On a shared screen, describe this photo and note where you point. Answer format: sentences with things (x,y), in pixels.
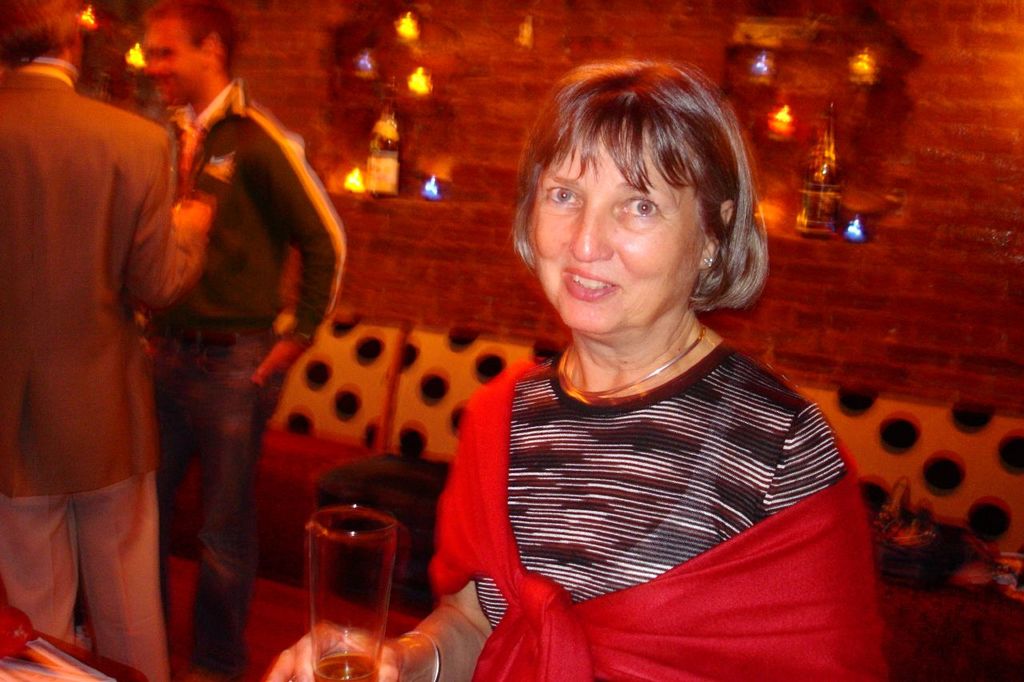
In this picture we can see a woman (488,388) is holding a glass (355,578) and smiling. On the left side of the women (530,433) there are two men (162,374) standing on the floor (186,585). Behind the people (56,315) there is a wall (470,99) with some items (410,88).
